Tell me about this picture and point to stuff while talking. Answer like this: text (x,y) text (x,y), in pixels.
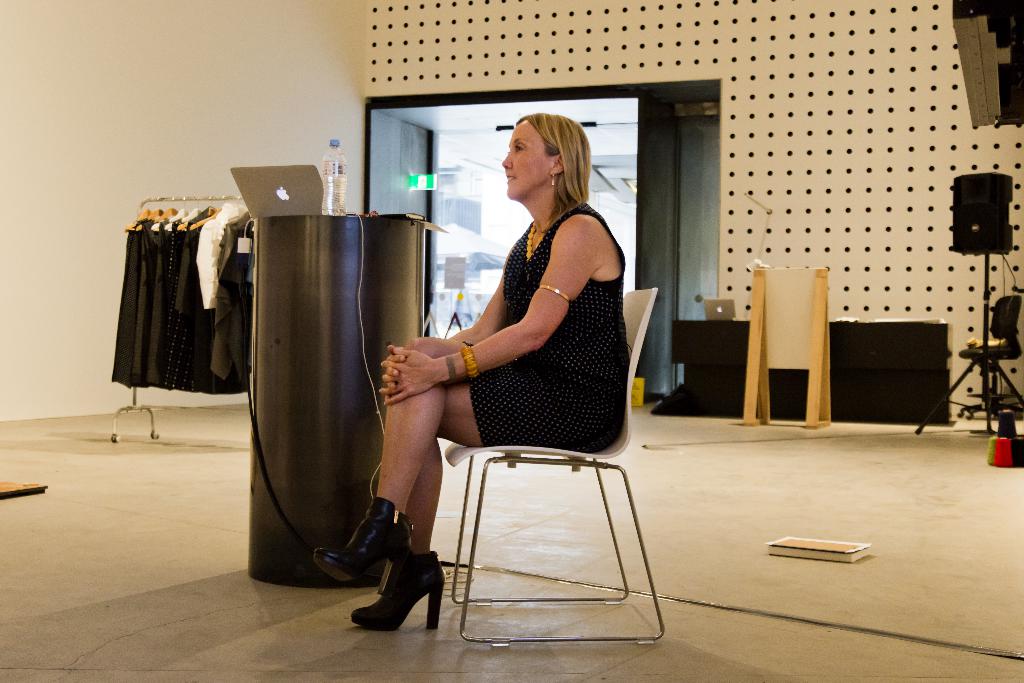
In this image, at the middle (594,444) we can see a woman (613,249) sitting on the chair (505,456), there is a laptop (302,207) kept on the black color object (340,327), in the background (211,299) there is a black color speaker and we can see some clothes (177,289) hanging, there is a white color wall (520,88).
